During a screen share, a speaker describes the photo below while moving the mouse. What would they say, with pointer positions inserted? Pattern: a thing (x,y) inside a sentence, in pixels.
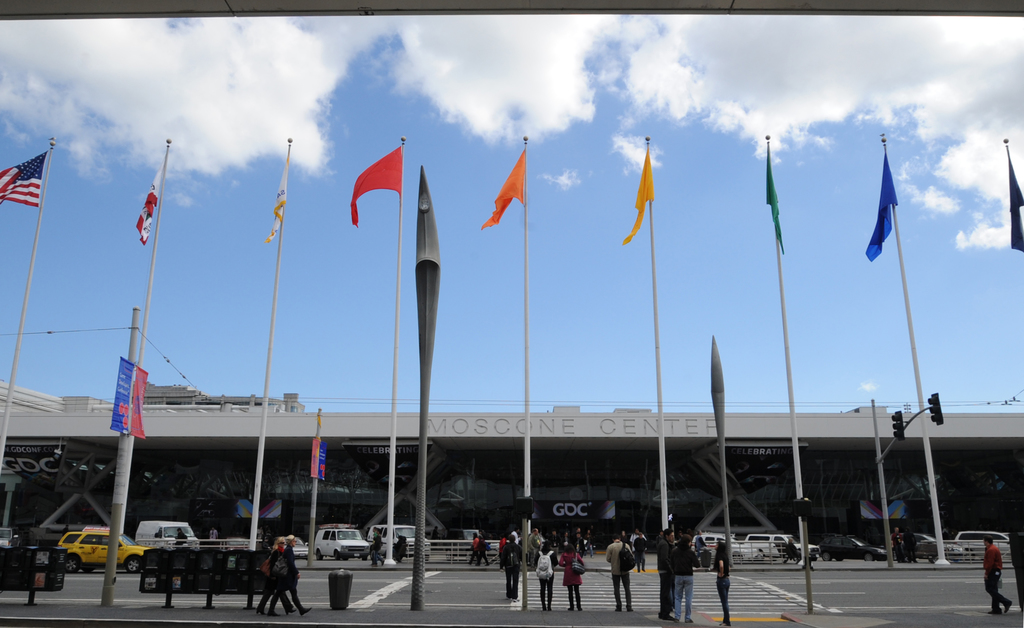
In this image we can see sky (495,157) with clouds (186,143), building (432,446), motor vehicles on the road (407,587), person (516,567) standing and walking on the road (601,582), bins (338,583), advertisement boards (243,511), poles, flags (139,234), flag posts (927,433), traffic poles (875,425), traffic signals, name board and sculptures (433,245).
